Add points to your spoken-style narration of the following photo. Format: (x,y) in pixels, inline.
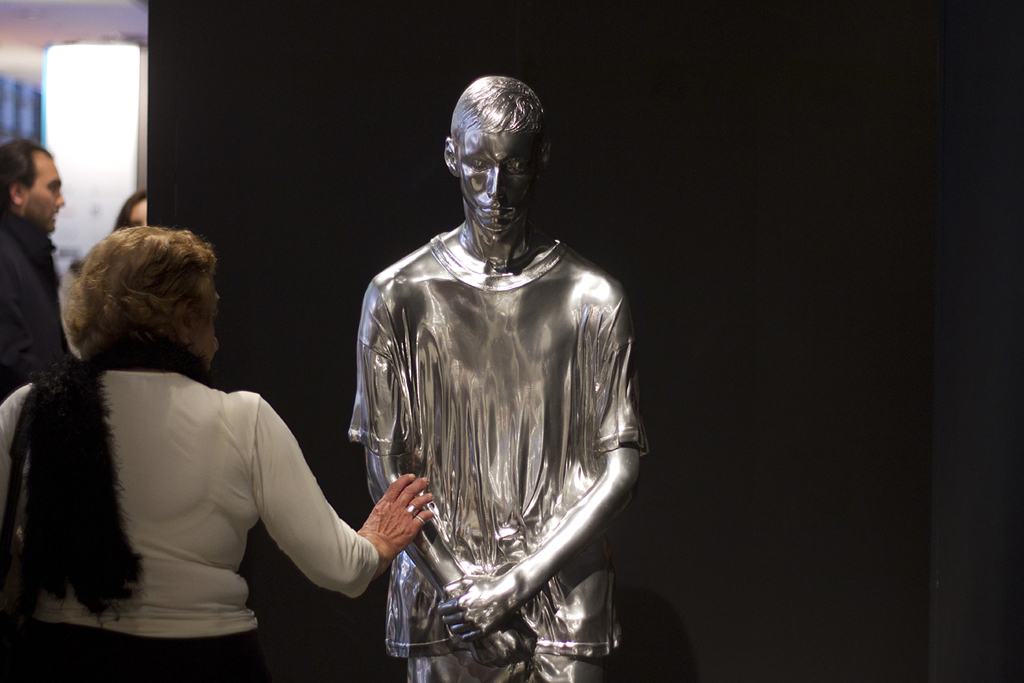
In this image I can see a person (194,577) on the left (175,495) wearing a white t shirt (208,554) and a stole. There is a silver mannequin (498,425) and a black background (279,288). There are other people (18,242) at the left (44,219) back.
